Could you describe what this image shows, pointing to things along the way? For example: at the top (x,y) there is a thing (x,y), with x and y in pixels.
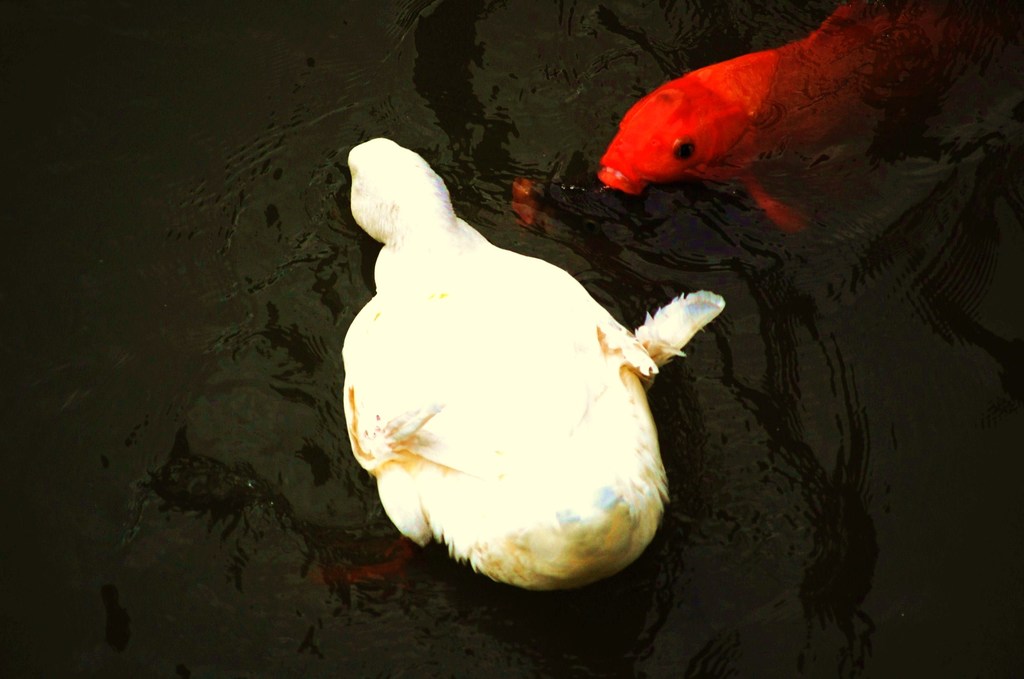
In this image I can see the bird (577,281) and the fish (727,142) in the water (736,454). The bird (530,328) is in cream and brown color and the fish (731,99) is in red color.
